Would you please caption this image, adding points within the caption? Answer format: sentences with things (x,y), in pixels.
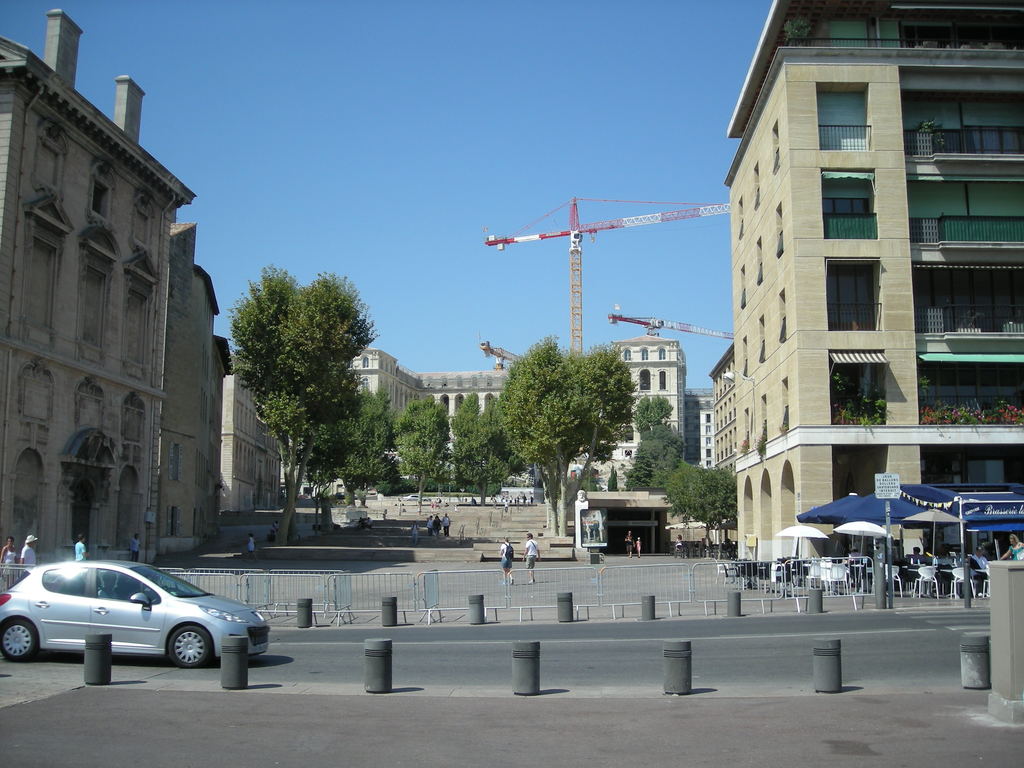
This picture is clicked outside the city. In this picture, we see the cement poles (680,677). Beside that, we see a car (203,618) is moving on the road (311,634). Beside that, we see the road railing (703,578). On the right side (856,551), we see people (911,560) are sitting on the chairs (921,577) and under the tents (944,520), which are in blue and white color. We see a board (885,490) in white color with some text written on it. On the right side (866,486), we see a building (872,474) and shrubs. In the middle of the picture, we see the people (444,517) are walking on the road (196,562). On the left side (255,412), we see a building (213,387). There are trees (676,453), buildings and towers (731,336) in the background (553,405). At the top (379,51), we see the sky (377,189).
